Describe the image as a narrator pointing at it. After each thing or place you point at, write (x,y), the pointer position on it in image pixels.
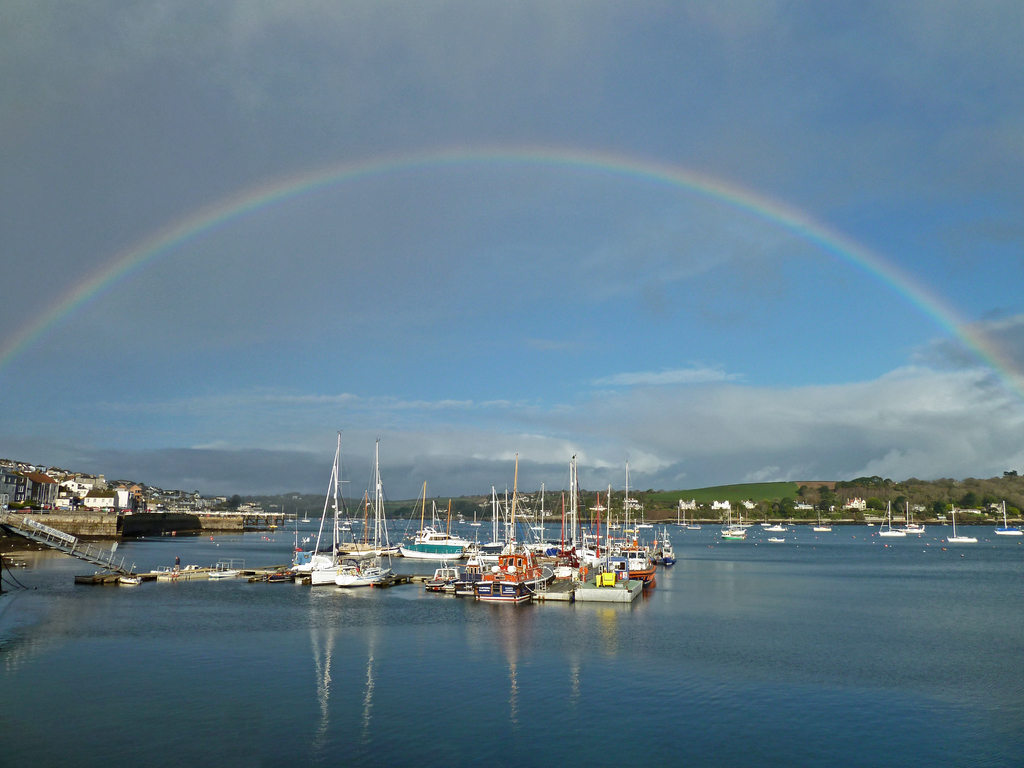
This image consists of many boats (401,554). At the bottom (543,698), there is water (518,645). In the background (562,508), there are mountains (760,495). And we can see a rainbow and clouds (658,399) in the sky (611,424).
